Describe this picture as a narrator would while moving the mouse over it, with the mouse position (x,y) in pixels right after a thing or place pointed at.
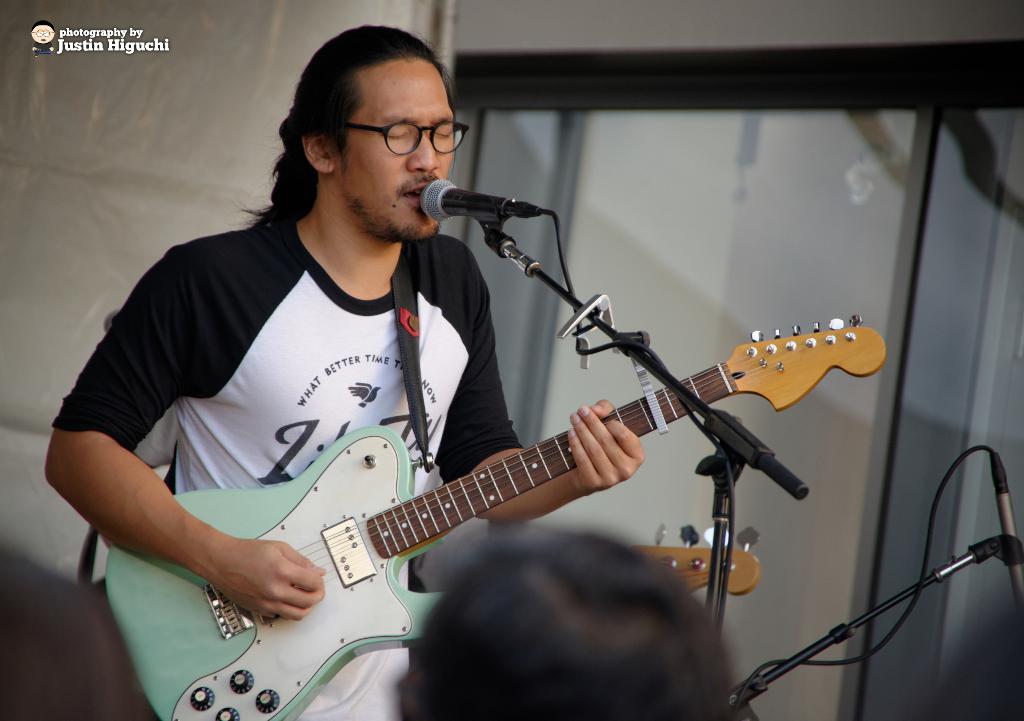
In this picture there is a man (489,457) playing a guitar (350,510) and singing on a mike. He is wearing a black and white t shirt (274,320) and spectacles (453,136). Towards the right (908,588), there is a mike (841,636). In the bottom (607,648) there are people (608,678).
